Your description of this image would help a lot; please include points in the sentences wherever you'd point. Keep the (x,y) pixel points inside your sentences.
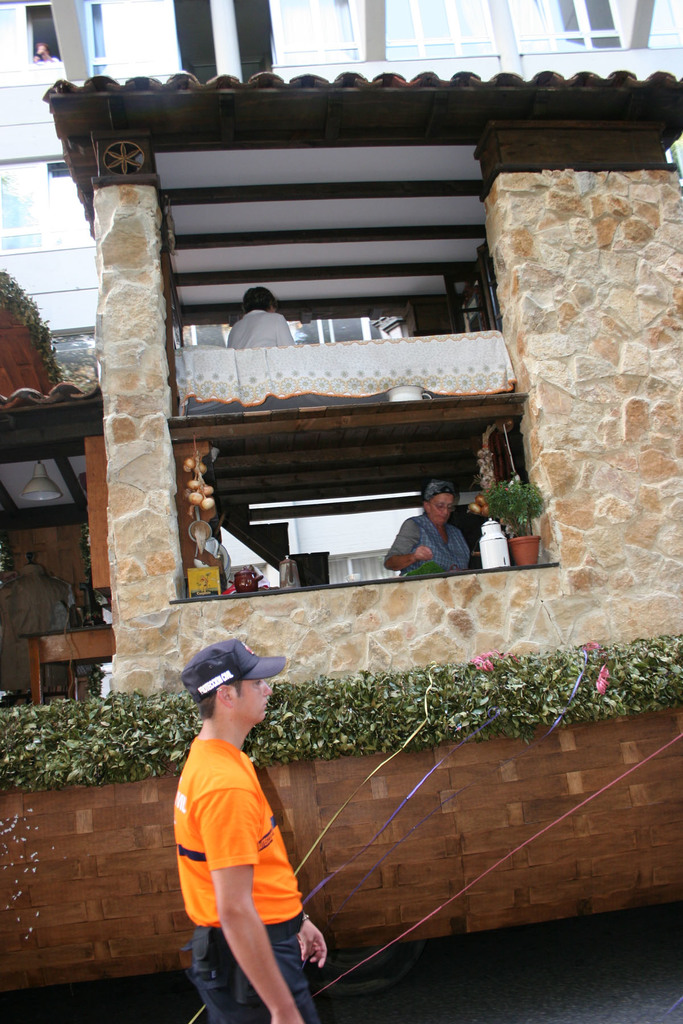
In the foreground of the picture (219,786) there is a person (237,833) walking. In the center of the picture (449,430) there is a building (200,601), to the building (657,791) there are plants (45,742) and windows (338,565). In the building (320,407) we can see people (432,542). In the background (27,93) there is a building (81,30). In the top left corner (39,62) we can see a person (42,51).
